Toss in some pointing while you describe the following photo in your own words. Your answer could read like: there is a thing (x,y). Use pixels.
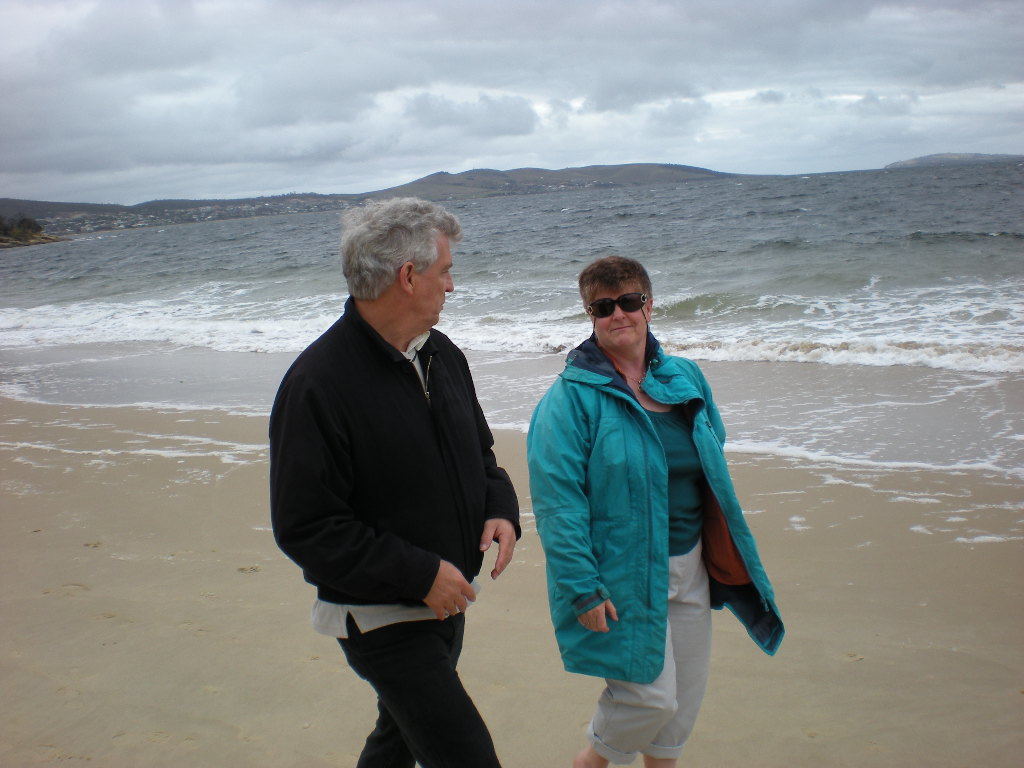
In this image I can see in the middle (585,463) two persons (729,509) are walking, they are wearing coats (565,487), trousers (673,628). In the background (100,279) there is water (668,284), at the top (628,78) there is the cloudy sky (709,85).
